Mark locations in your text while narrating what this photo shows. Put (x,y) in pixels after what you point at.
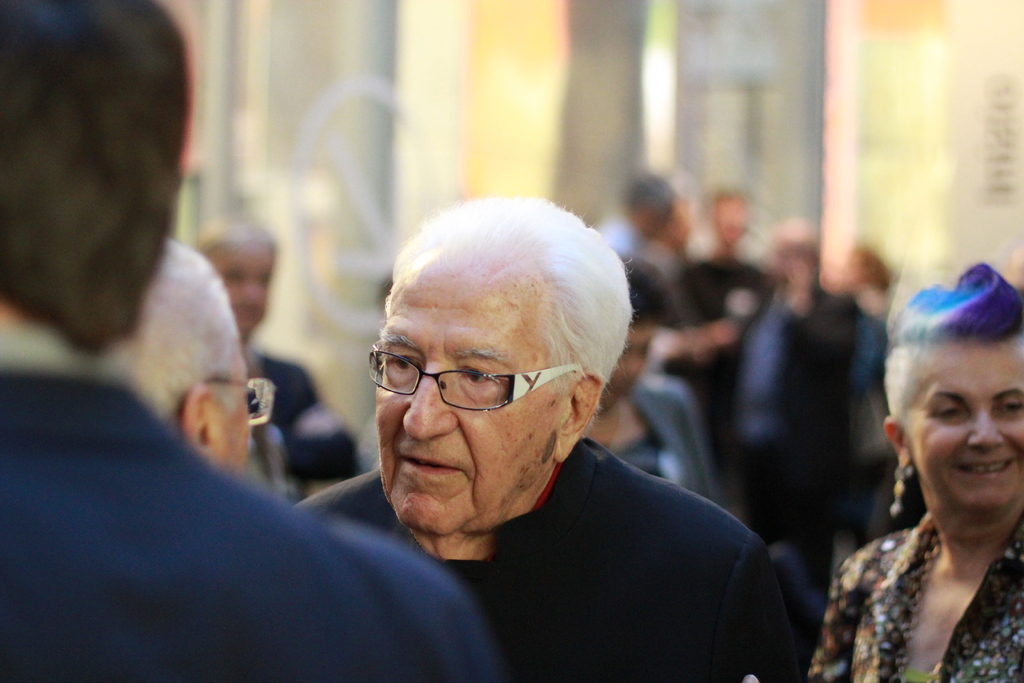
In this image, we can see an old man (446,546) standing, he is wearing specs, in the background (947,578) we can see some people (679,230) standing.
